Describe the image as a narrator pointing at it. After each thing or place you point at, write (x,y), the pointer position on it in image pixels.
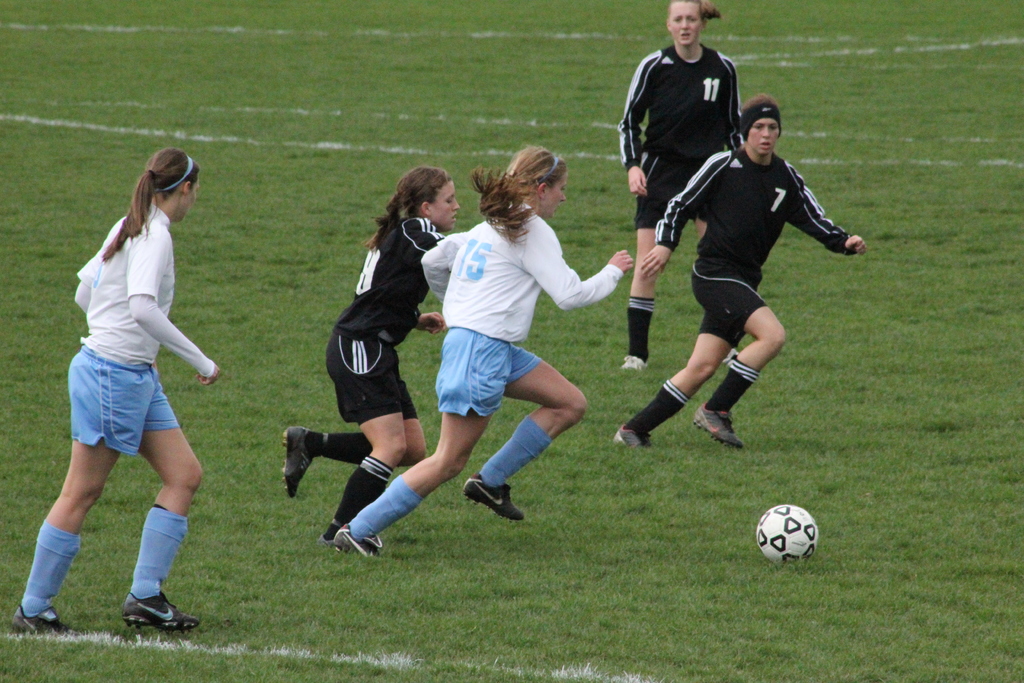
In this image I can see group of people (171,449) playing game. The person (559,268) in front (476,258) wearing white shirt (483,241), blue short (458,340) and the other person (395,317) wearing black color jersey (368,298) and I can see white and black color ball (766,523), and grass (289,244) in green color.
